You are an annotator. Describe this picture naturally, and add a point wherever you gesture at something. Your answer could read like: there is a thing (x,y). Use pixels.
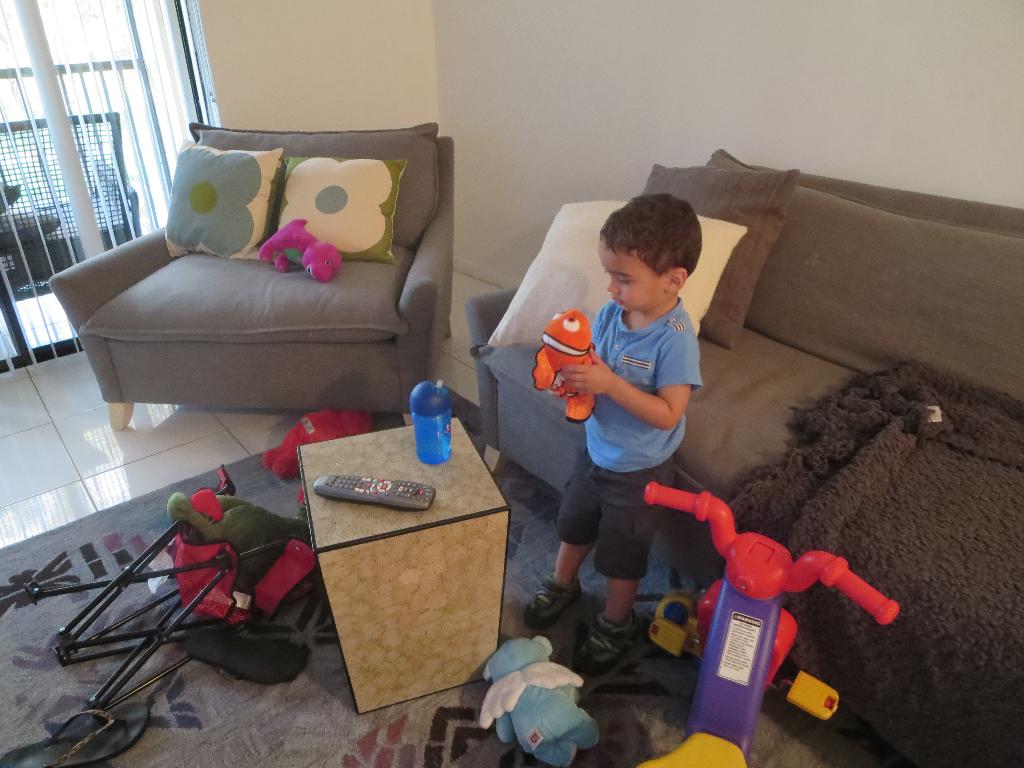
The photo is clicked inside a room (819,359). On the right (859,355) there is a sofa (883,302) on the sofa (824,340) there are cushions (752,278). a boy (644,387) is standing next to the sofa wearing blue t-shirt (646,372). He is holding a soft toy (544,341). In the ground (505,608) there are few toys (259,516). On the table (402,520), in front of the sofa (544,432) there is a remote (396,504) and bottle (421,432). There is a cycle (756,611) over here. Here is a chair (219,295). There is a glass wall (75,58) over here.
